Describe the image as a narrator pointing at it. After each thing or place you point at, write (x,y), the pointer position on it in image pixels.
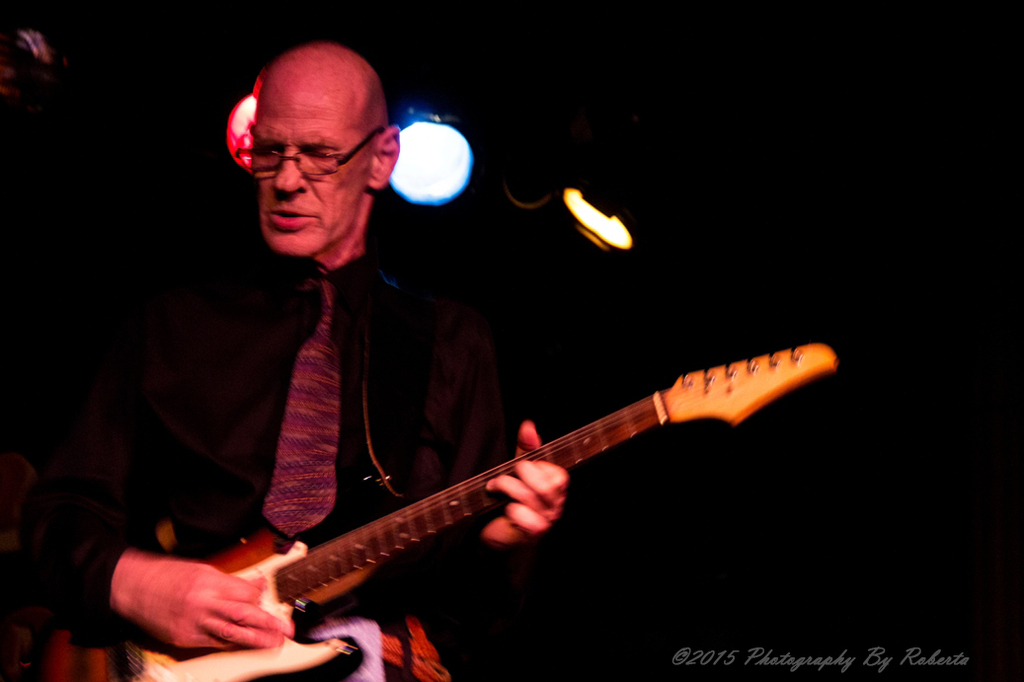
In the image we can see one person (283,462) holding guitar (408,509) and back we can see lights (416,175).
